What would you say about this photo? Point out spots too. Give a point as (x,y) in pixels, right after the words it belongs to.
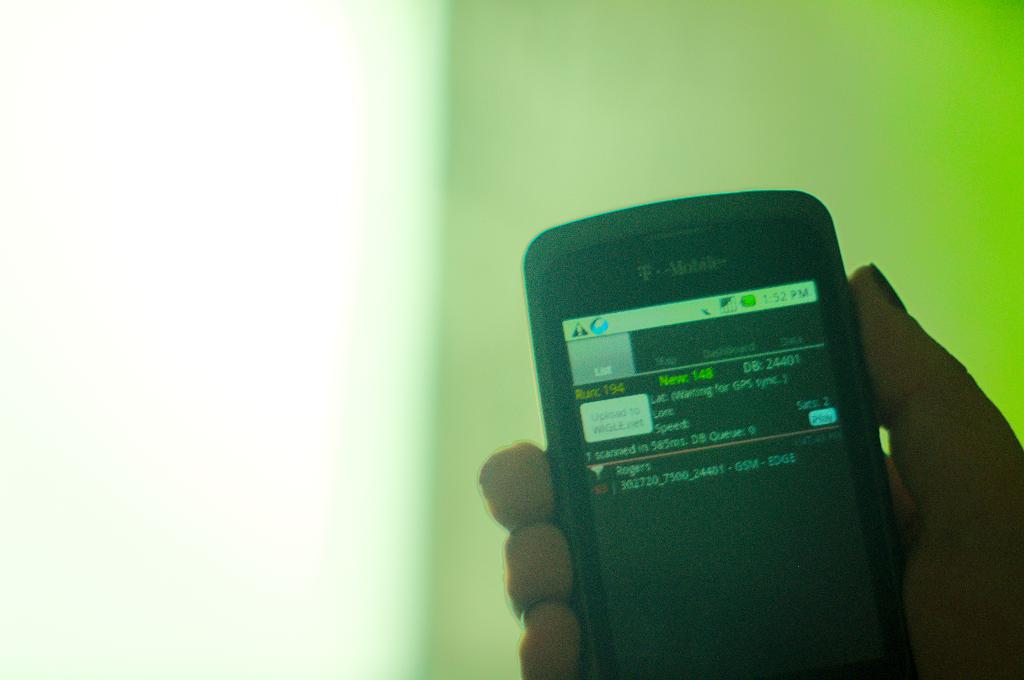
In the center of the image (533,291) there is a person's hand (564,662) holding a mobile (594,365).
